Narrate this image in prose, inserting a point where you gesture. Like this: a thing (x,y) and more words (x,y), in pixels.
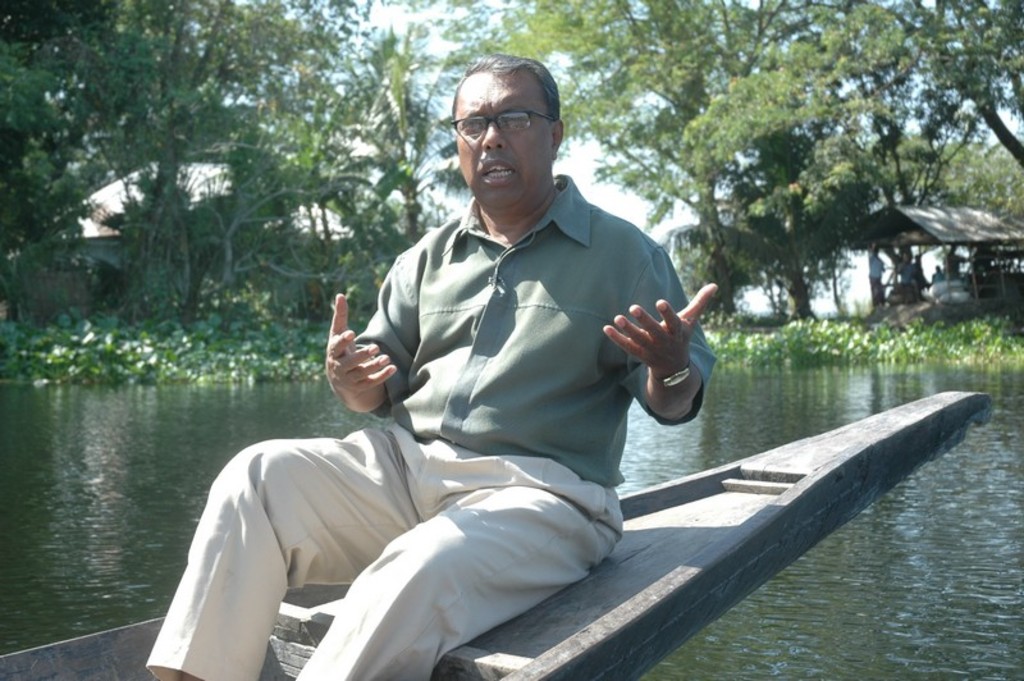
In this picture there is a man (363,634) sitting on a boat (505,651) and we can see water (973,442). In the background of the image (93,347) there are people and we can see plants (93,347), shed (921,250), trees (1003,178), sky (938,251) and objects (962,300).
